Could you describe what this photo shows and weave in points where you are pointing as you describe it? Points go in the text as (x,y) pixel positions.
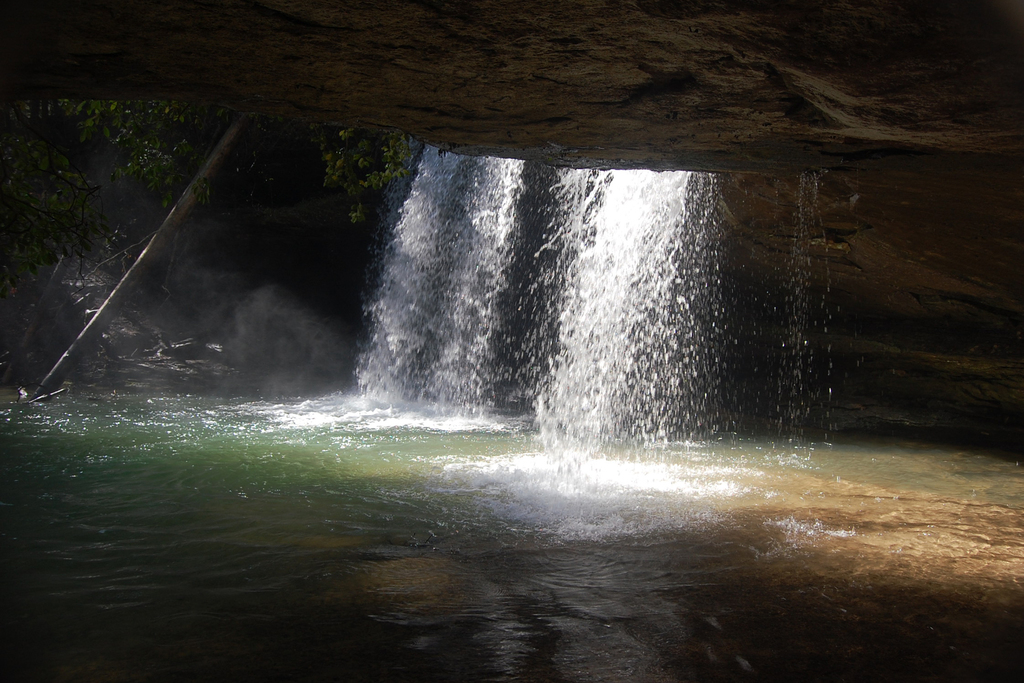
In this image, we can see water (600,250) falling and there is water (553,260).
